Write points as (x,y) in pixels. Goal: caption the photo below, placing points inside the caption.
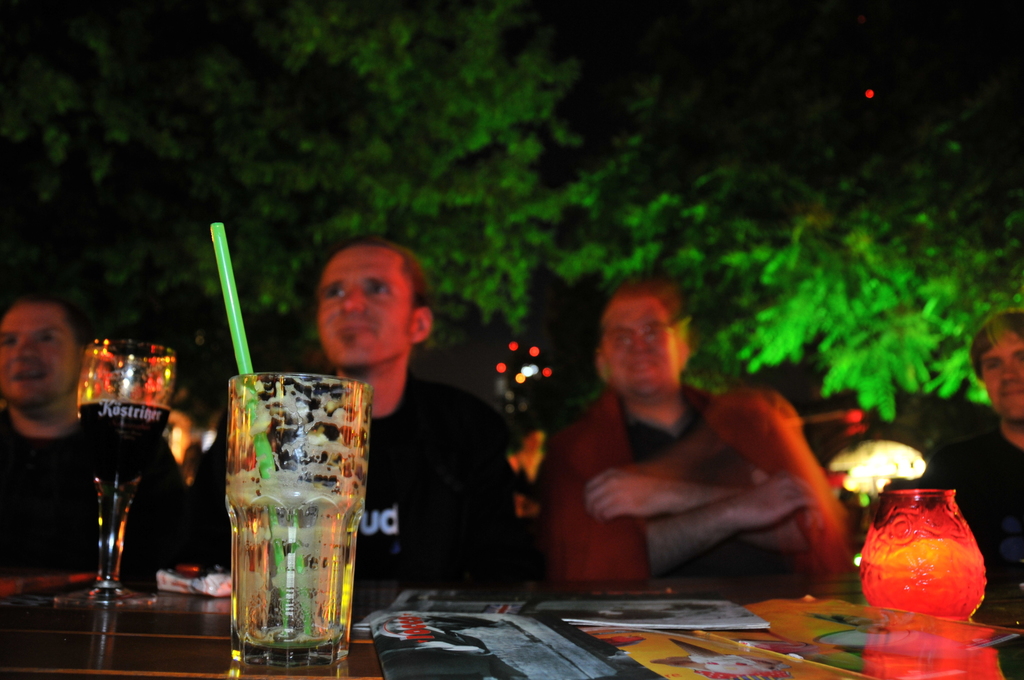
In this image I can see few people (561,464) are sitting around the table (370,668). On this table (189,664) there are some papers (709,642) and glasses (280,536) having drink (122,416) in it. On the top of the image (513,117) there are trees (306,106) in green color. In one glass (248,431) I can see a green color straw (233,317).
